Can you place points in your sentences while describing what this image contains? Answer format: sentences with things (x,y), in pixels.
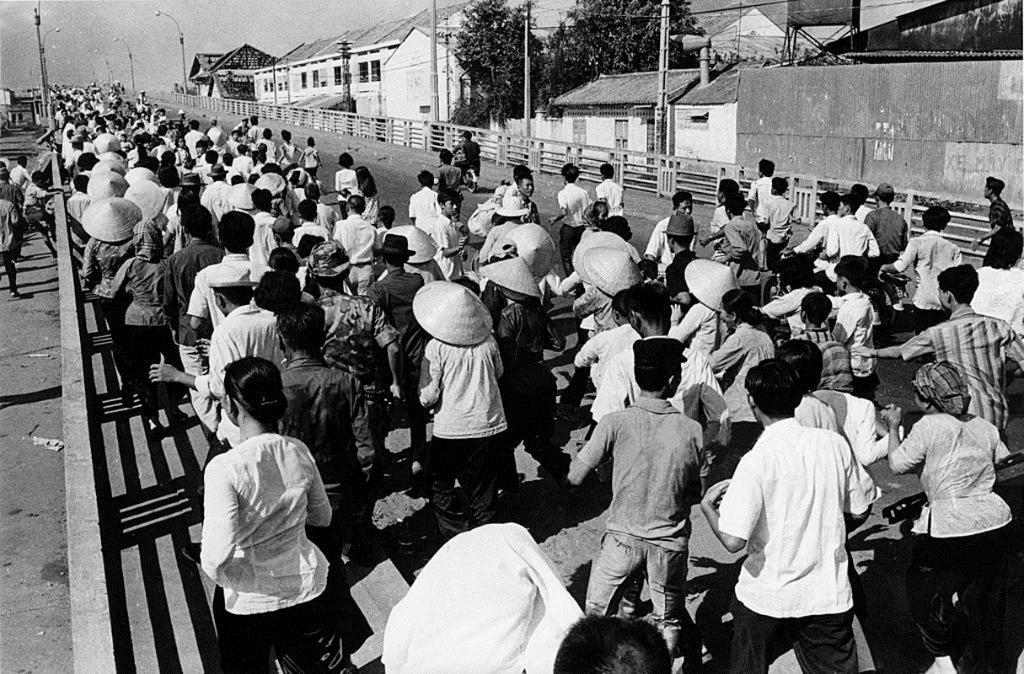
It is a black and white image there is a crowd (430,383) moving on the road (113,377) and in the right side of the road (379,620) there are a lot of houses (319,71) and some trees (578,45) in between those houses (604,86).
